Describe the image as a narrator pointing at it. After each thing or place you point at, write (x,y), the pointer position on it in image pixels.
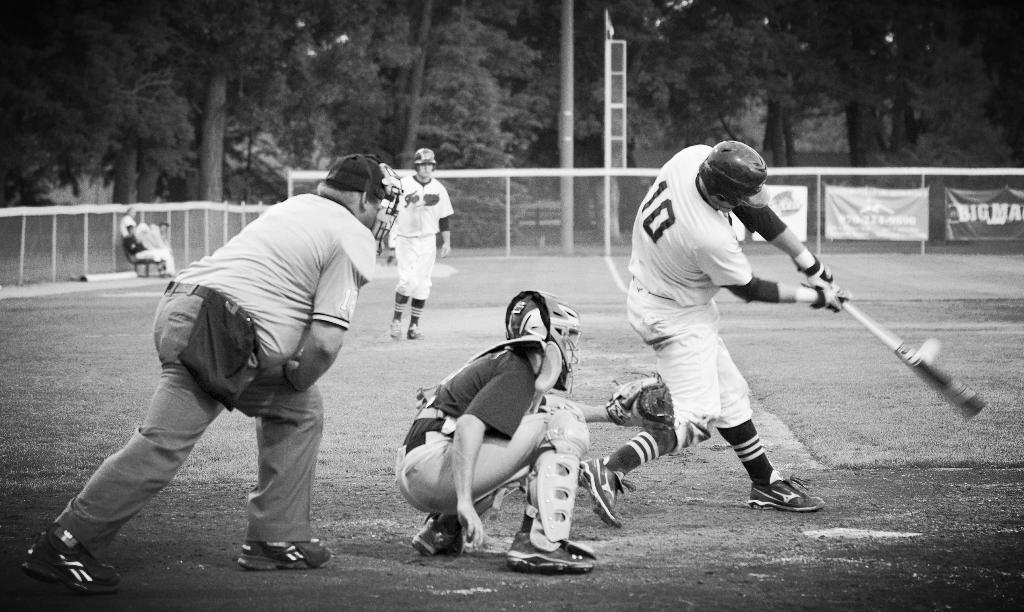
In the image I can see a group of people (552,461) playing baseball in the ground (87,418), behind him there is a fence (455,196) and trees (276,194).
